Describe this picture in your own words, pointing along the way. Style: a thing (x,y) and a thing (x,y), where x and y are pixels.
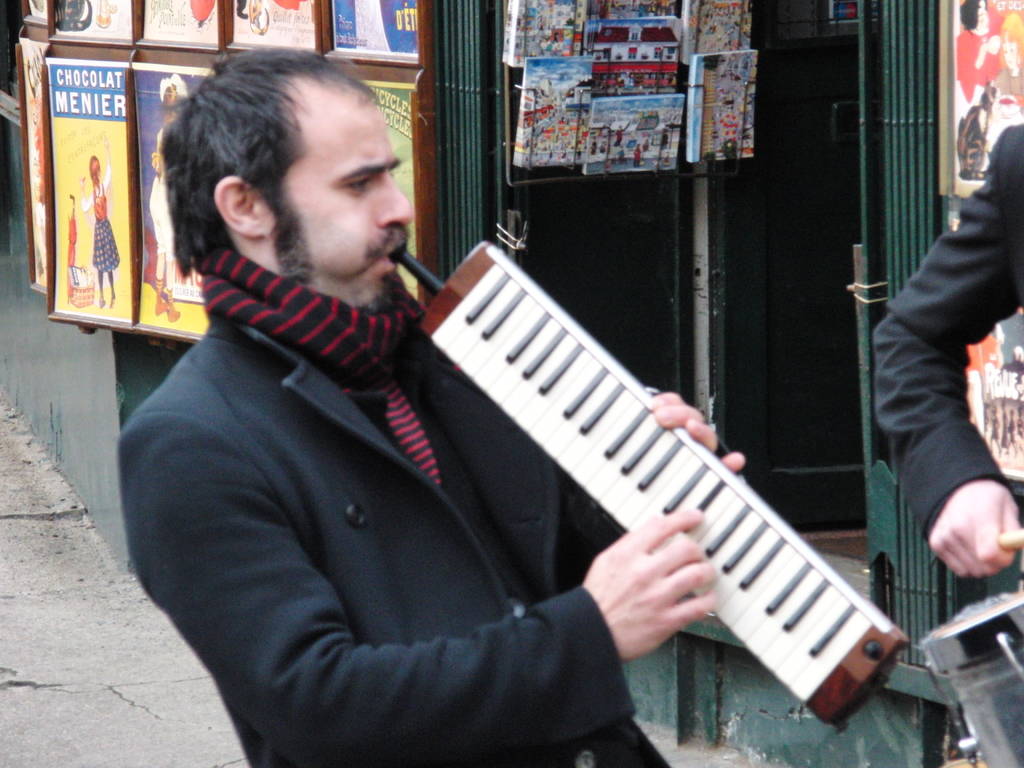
In this image I can see a person (399,517) wearing black colored jacket (323,609) is standing and holding a musical instrument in his hand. To the right side of the image (1011,181) I can see another person (999,185) wearing black colored dress (936,395). In the background (60,684) I can see the ground (60,684), the green colored wall (50,440), few boards (157,225) attached to the wall (53,411) and the green colored gate (486,120).
